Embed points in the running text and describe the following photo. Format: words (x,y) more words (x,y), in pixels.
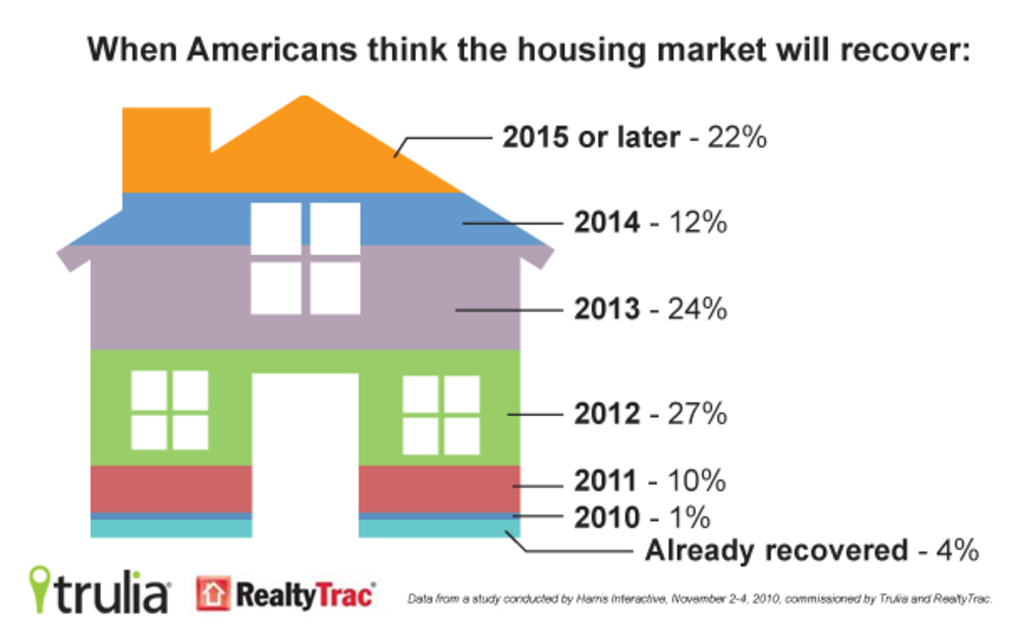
In this image there is a drawing (316,201) of a house (396,491) which has different colors.
